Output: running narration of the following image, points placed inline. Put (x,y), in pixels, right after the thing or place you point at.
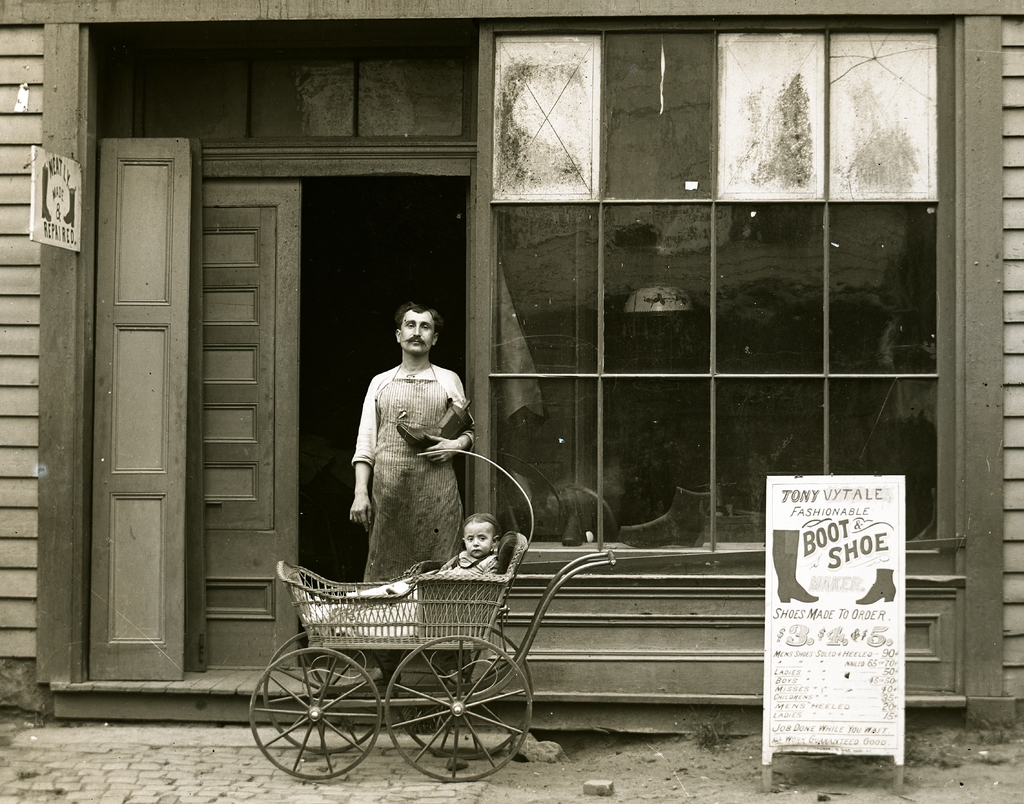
In this image I can see a person (449,524) standing, in front I can see the other person (470,542) laying in the trolley (597,554), right I can see a banner (883,597). Background (916,602) I can see a building (580,322) and the image is in black and white.
